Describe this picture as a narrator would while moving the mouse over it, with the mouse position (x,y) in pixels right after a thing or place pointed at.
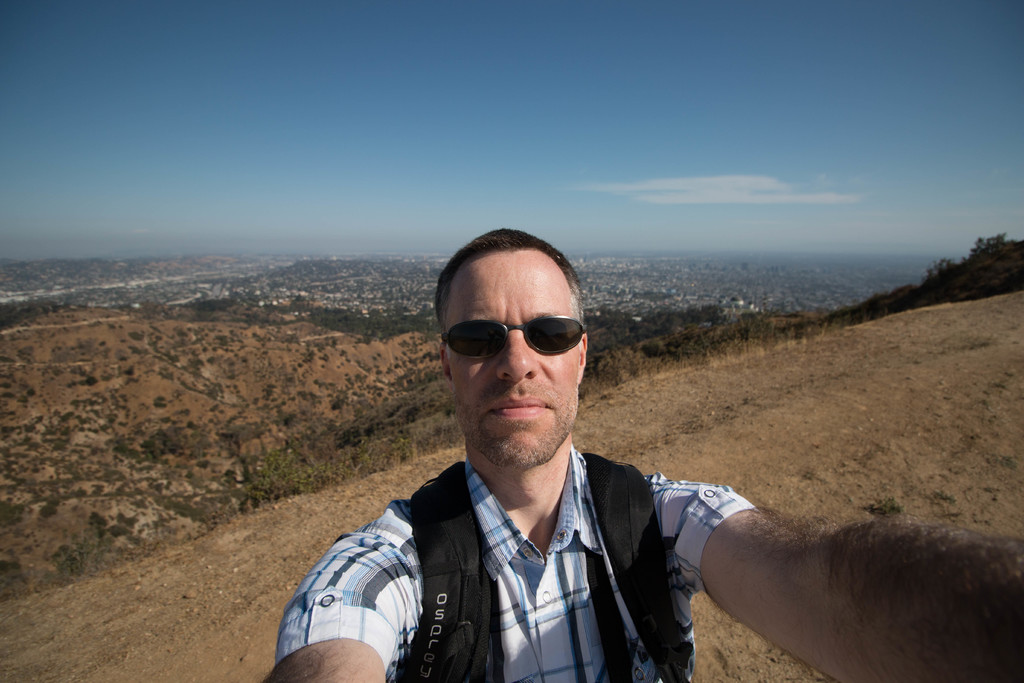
This image consists of a man (519,542) wearing a backpack (611,530) and black shades (551,316). It looks like he is standing on the mountain (175,536). In the background (287,353), we can see the plants (129,373) on the ground (275,347). At the top (545,117), there is sky (507,150).
